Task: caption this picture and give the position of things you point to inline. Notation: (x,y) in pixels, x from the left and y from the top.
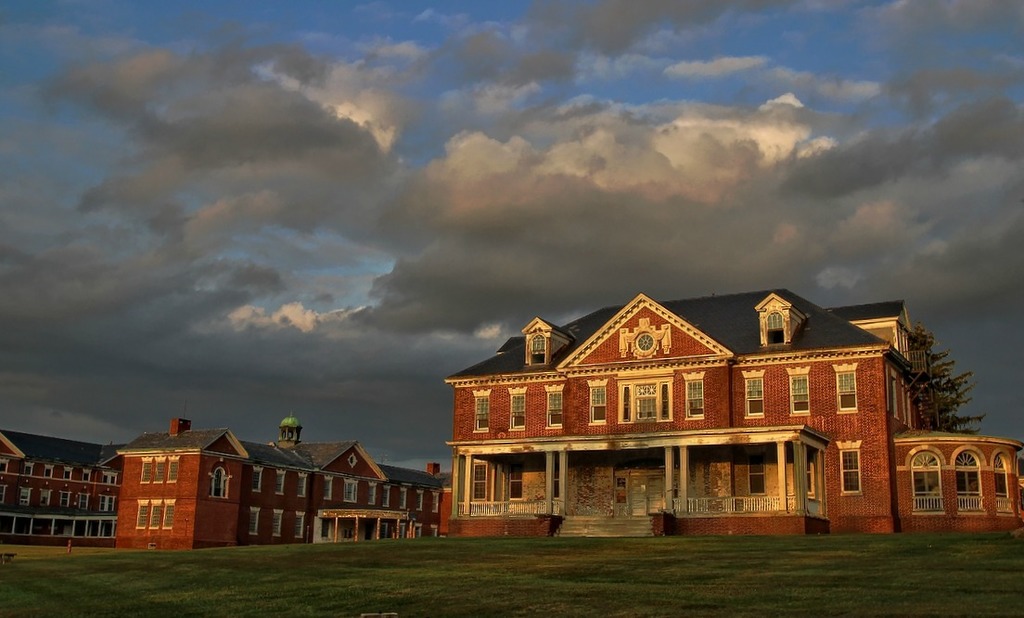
In this image I can see the ground (562,583), some grass (584,588) on the ground (568,588) and few buildings (567,465) which are brown, cream and black in color. In the background (937,379) I can see few trees (932,399) and the sky (713,170).
